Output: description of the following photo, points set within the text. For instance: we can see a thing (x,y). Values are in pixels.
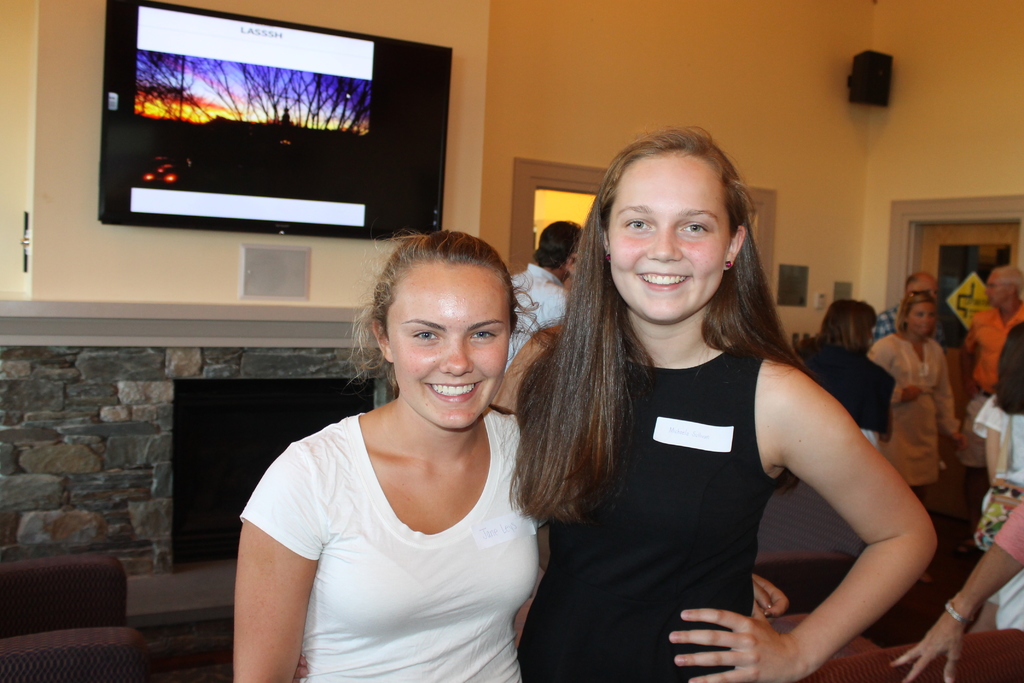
In this picture there are people (606,419), among them there are two women (620,376) standing and smiling and we can see chairs (126,662). In the background of the image (779,67) we can see television (161,151) on the wall (62,232), door (975,248) and speaker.
